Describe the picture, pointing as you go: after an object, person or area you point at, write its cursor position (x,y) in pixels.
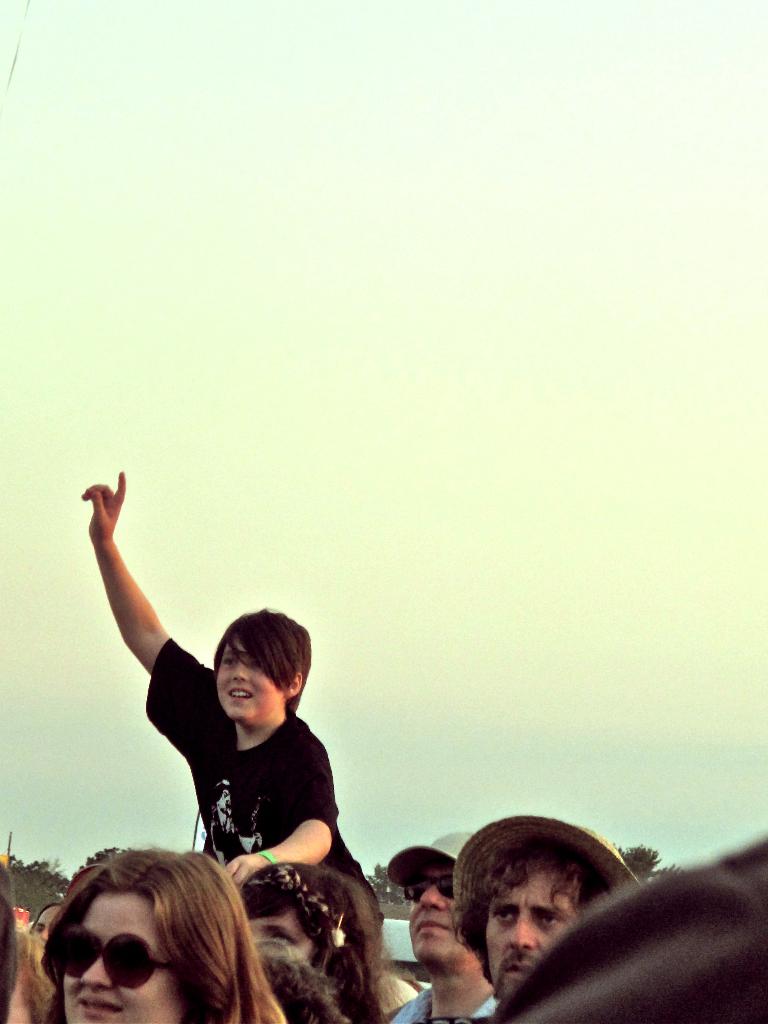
There are many people (331,917). A lady (188,941) is wearing goggles (88,968). In the back (442,860) some are wearing cap (447,840) and hat (480,882). And a boy (228,736) is sitting on a person (332,947). In the background (366,572) there is sky (583,334) and trees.
